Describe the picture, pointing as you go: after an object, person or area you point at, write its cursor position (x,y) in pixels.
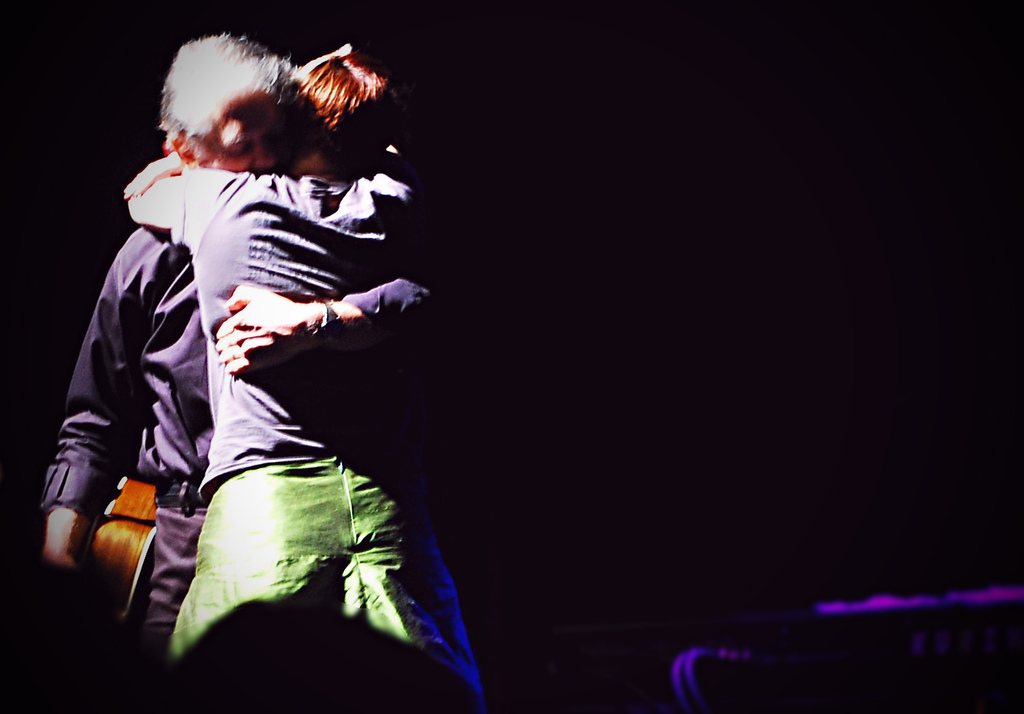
In this image we can see two persons (230,404) are hugging each other and one of them is holding an object (130,562). There is a dark background (694,390).
